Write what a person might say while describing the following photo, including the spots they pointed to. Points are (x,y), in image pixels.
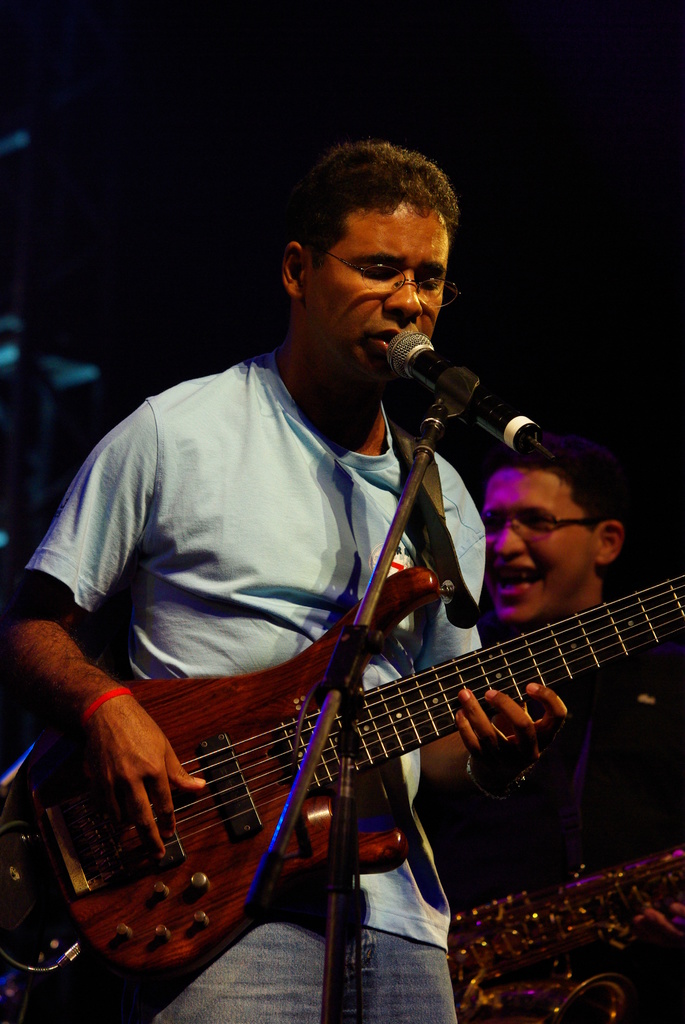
Here is the man (220,514) standing and singing a song. He is playing guitar (230,768). This is the mic (409,378) attached to the mike stand (345,740). At background (511,596) I can see another person (562,589) standing and holding a musical instrument (559,979) and the background (192,150) is dark.
